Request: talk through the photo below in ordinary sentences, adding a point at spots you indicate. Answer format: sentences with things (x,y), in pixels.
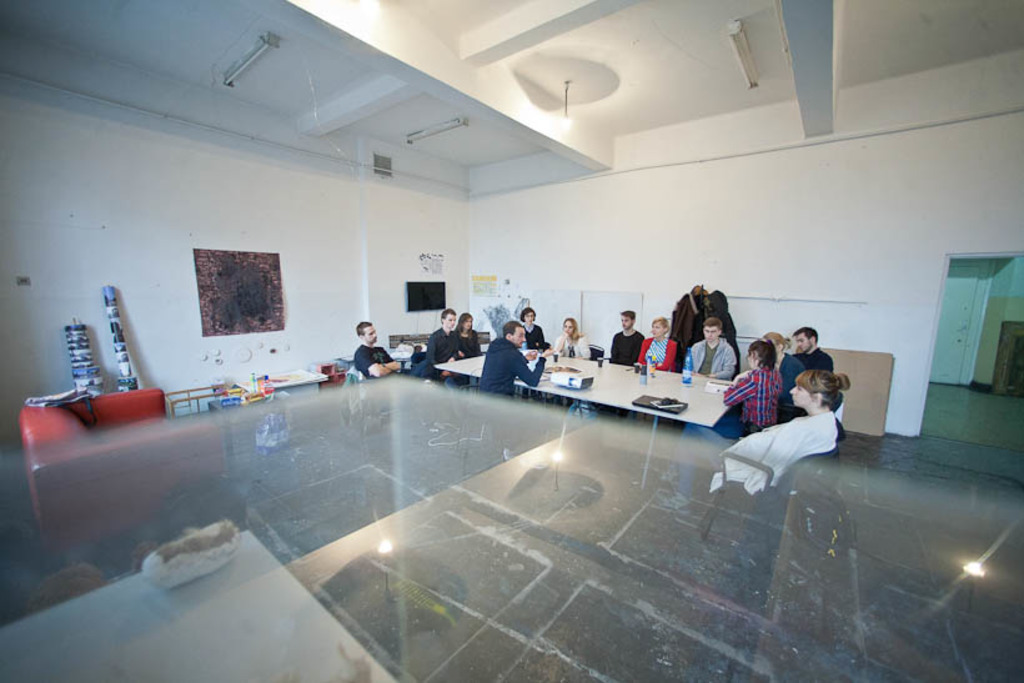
In the center of the image (480,366) we can see a table (715,405). Beside the table (698,390), we can see some people (455,359) are sitting on the chairs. On the table (677,387) we can see a laptop (658,402), bottles (687,370), papers (563,371), projector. In the background of the image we can see the floor (529,496), chairs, tables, screen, board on the wall (396,253). On the tables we can see the papers (293,384) and some other objects (336,367). On the right side of the image (1006,343) we can see a door (970,366) and rack (1012,360). At the top of the image (331,126) we can see the roof (177,61) and lights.
